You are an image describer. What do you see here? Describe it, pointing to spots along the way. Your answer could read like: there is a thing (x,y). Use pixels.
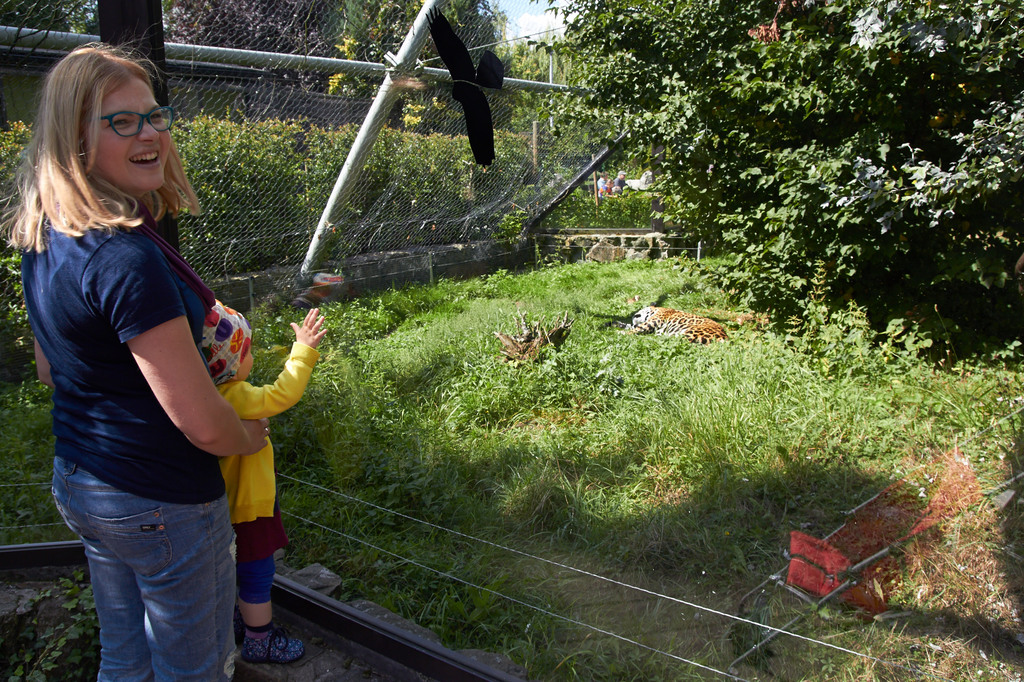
In the center of the image (664,326) there is a big cat (669,325) laying on the grass (608,399). On the left side of the image (129,84) there are persons (170,505). On the right side of the image (837,427) we can see grass (818,389) and tree (779,139). In the background (425,45) there is a fencing (306,128), iron pole (385,90), persons (606,187) and sky (524,7).
